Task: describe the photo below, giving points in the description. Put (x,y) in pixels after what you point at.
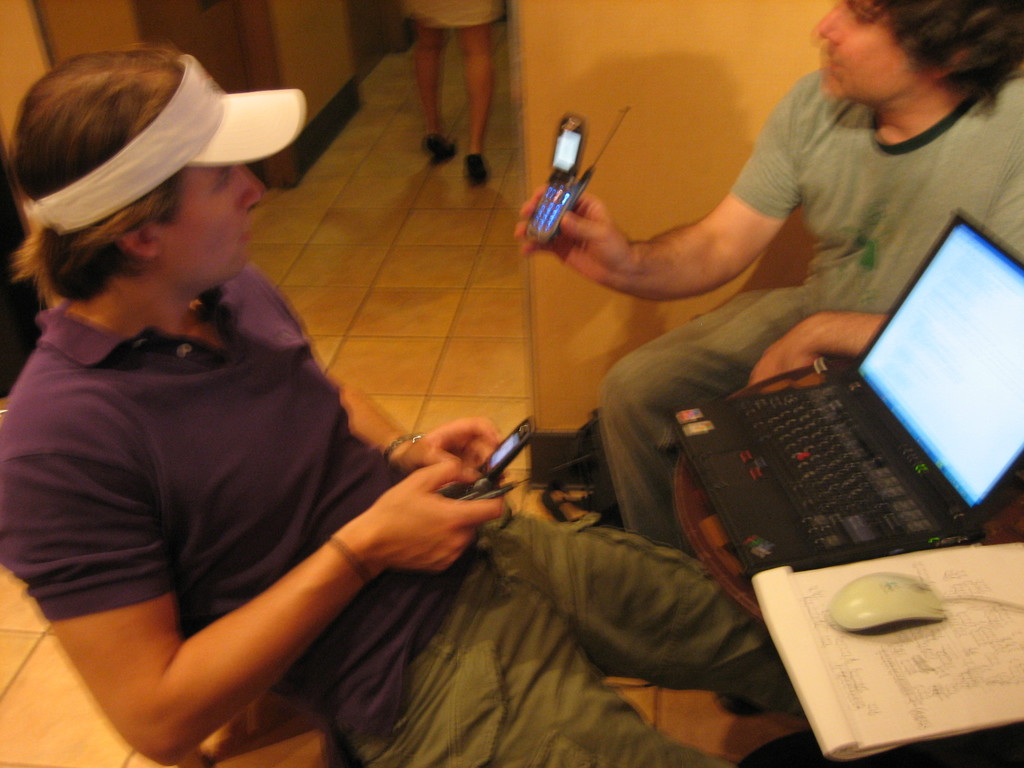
In this picture I can see two persons (532,605) are sitting and holding mobiles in front of the table (714,552) on which there is a laptop (914,417), book (944,634), mouse (906,592) are placed, behind I can see a person (437,16) walking side of the wall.
